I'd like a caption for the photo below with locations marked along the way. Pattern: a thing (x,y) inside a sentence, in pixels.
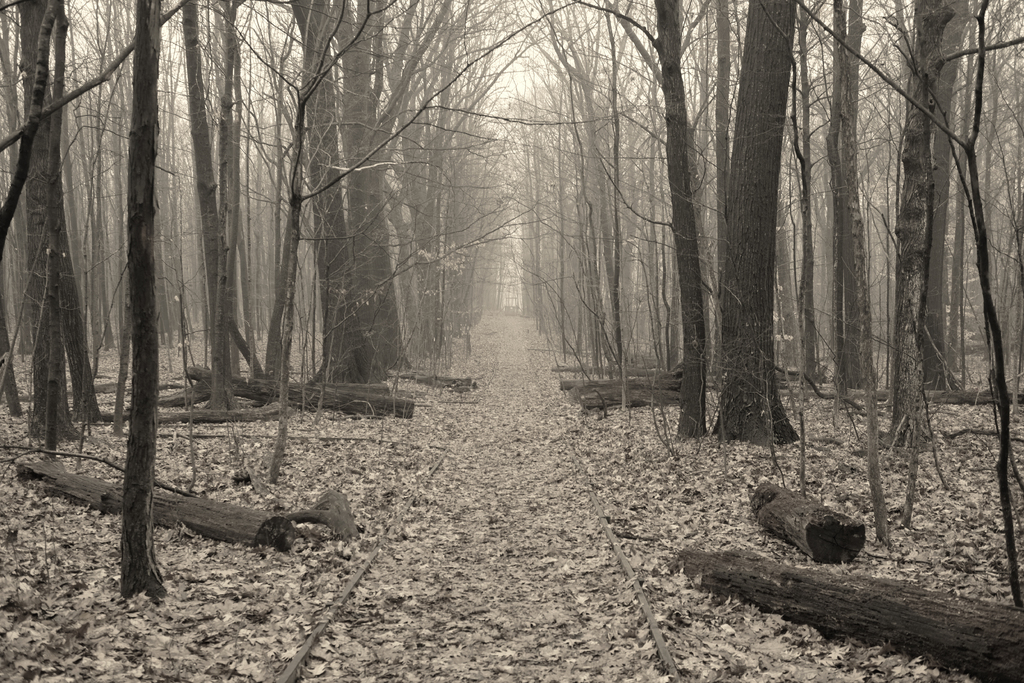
In this image, we can see so many trees (913,381). At the bottom of the image (587,530), we can see track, dry leaves (511,585) and wooden logs (1009,646). Background (617,33) we can see the sky (544,45).
